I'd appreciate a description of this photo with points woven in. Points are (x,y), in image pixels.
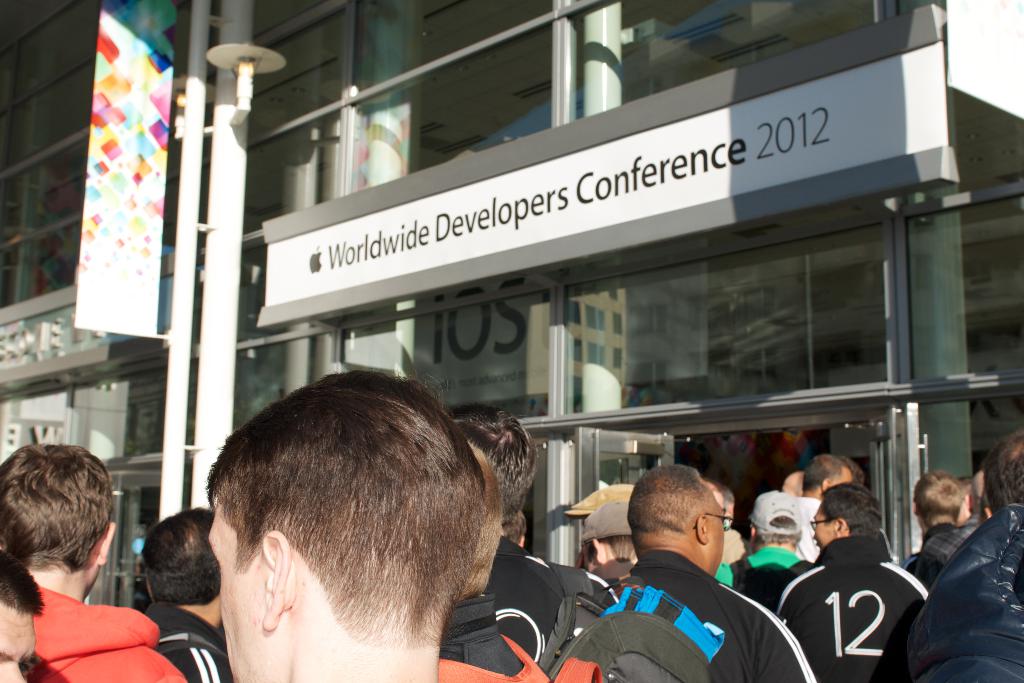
In this image we can see people (678,512) walking into the building (928,419). In the background (121,14), we can see banner (102,31) to the pole (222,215), boards (862,146) and the glass building (405,310).
